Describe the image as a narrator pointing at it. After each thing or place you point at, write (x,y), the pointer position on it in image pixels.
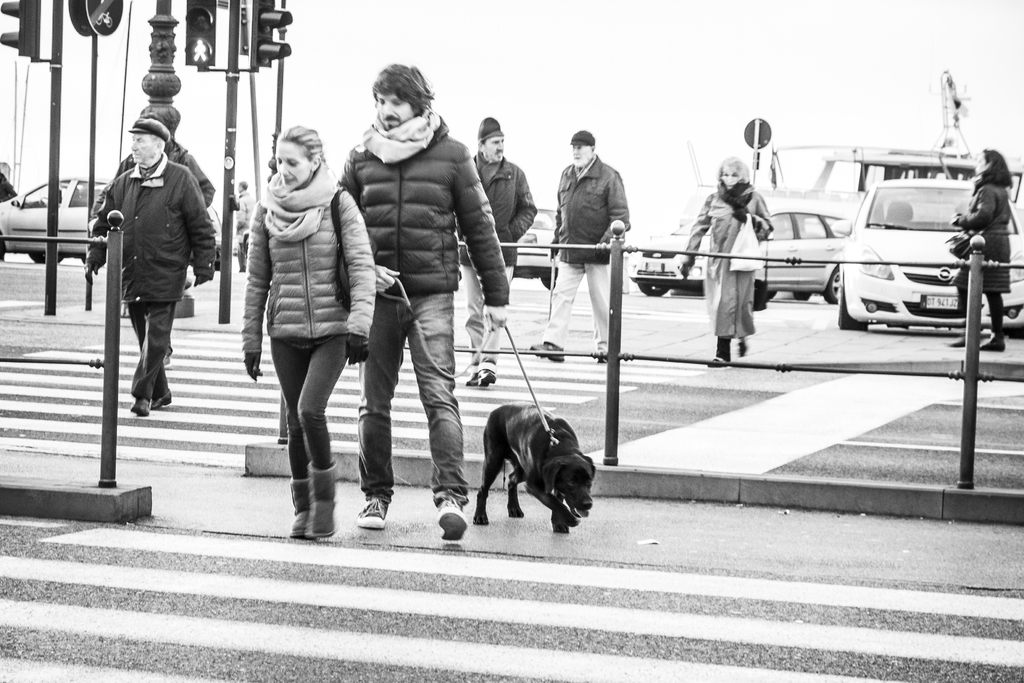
In this image I see few people (150,313) who are on the path (806,469) and this man (366,375) over here is holding a rope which is tied to the dog (542,433). In the background (52,67) I can see the traffic signals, a pole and few cars (4,259).
